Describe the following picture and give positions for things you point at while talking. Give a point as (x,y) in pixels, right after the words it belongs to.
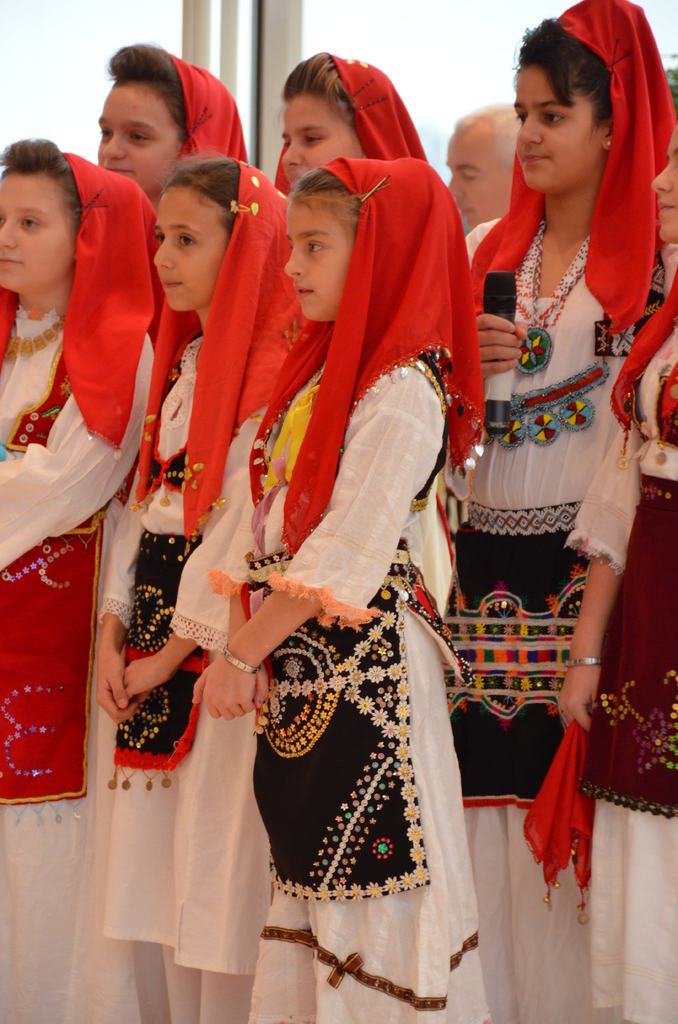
The picture consists of many girls (515,231) standing, they are wearing some traditional costumes (385,517). In the background (484,146) there is a man (492,154). At the top (255,32) there is a glass door (409,48).
